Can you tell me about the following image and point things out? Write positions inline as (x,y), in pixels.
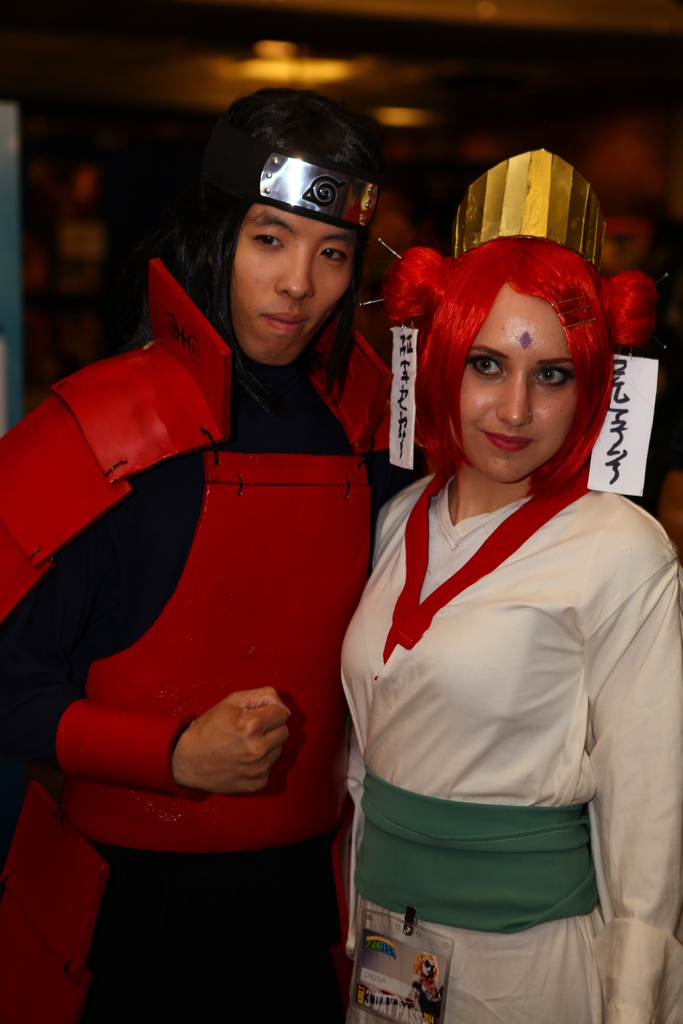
In this picture there is a man (321,672) who is wearing red color armor (211,440) and trouser (184,964). Beside him we can see a woman (591,619) who is wearing white dress (577,710). In the background (587,153) we can see a wall (610,165).
